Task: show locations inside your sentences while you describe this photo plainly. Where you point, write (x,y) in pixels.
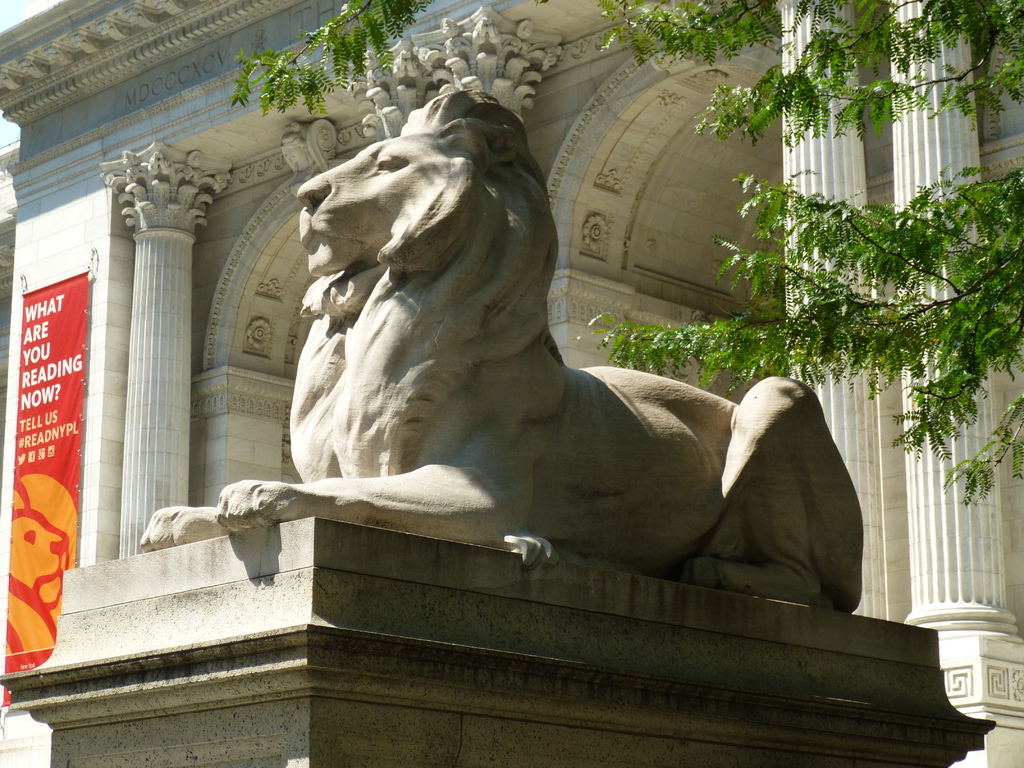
In this image in the front (438,411) there is the statue of an animal (538,502). In the background (294,178) there is a building (373,125) and there are pillars (388,90). On the left side (63,323) there is a banner (51,403) with some text (57,391) written on it which is on the wall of the building (98,358) and on the right side (881,348) there are leaves (900,276) which are visible.
